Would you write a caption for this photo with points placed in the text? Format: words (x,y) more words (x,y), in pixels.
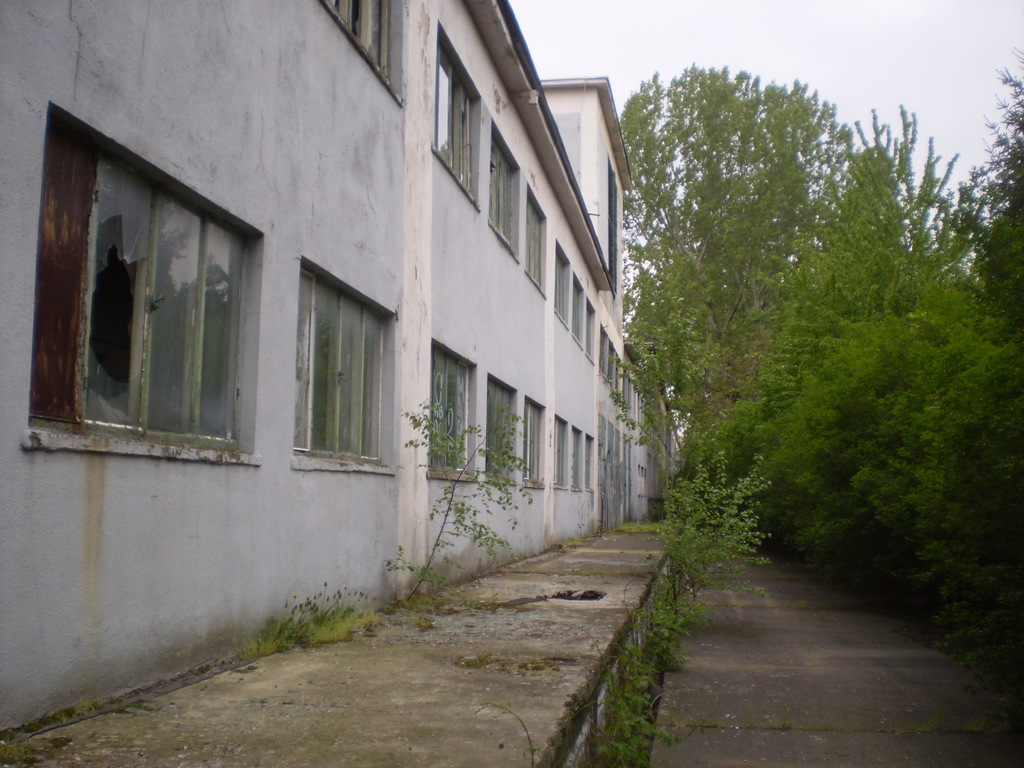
This image is taken outdoors. At the top of the image (659,42) there is a sky (910,50) with clouds (973,75). On the right side of the image (783,314) there are a few trees (844,334) and plants (669,584). On the left side of the image (169,434) there is a building (307,192) with walls (201,148), windows (560,445), a door (603,480) and a roof (623,160). At the bottom of the image (726,719) there is a road (727,702) and there is a sidewalk (524,633).
